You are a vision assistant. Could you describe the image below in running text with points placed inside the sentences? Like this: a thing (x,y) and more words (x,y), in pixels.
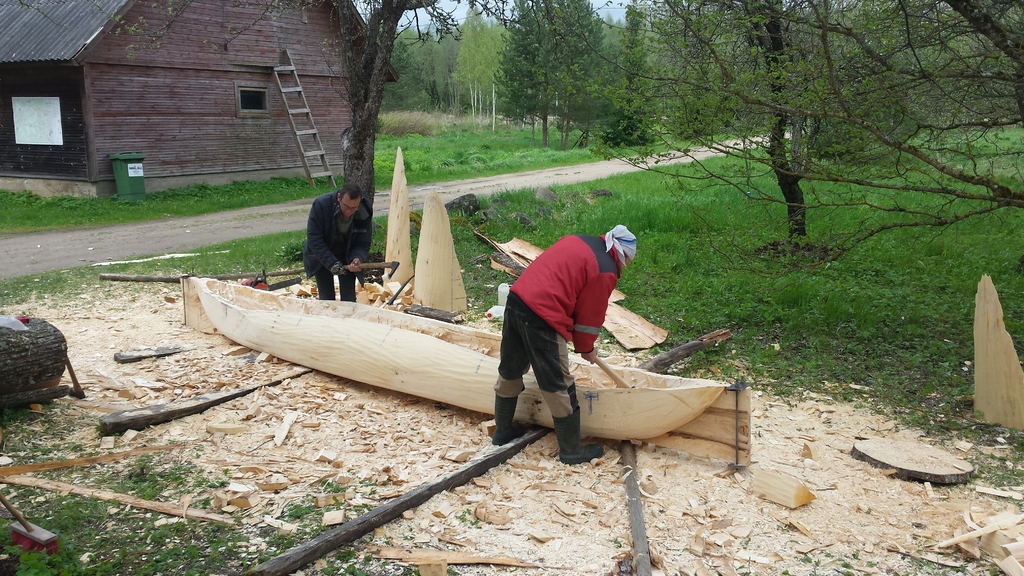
In this image we can see these two persons (550,405) holding some tools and making wooden boat (671,400). Here we can see wood waste (361,445), grass (1008,273), trees (1016,73), road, green color dustbin (117,179), wooden ladder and the wooden house (263,85) in the background (335,84).
